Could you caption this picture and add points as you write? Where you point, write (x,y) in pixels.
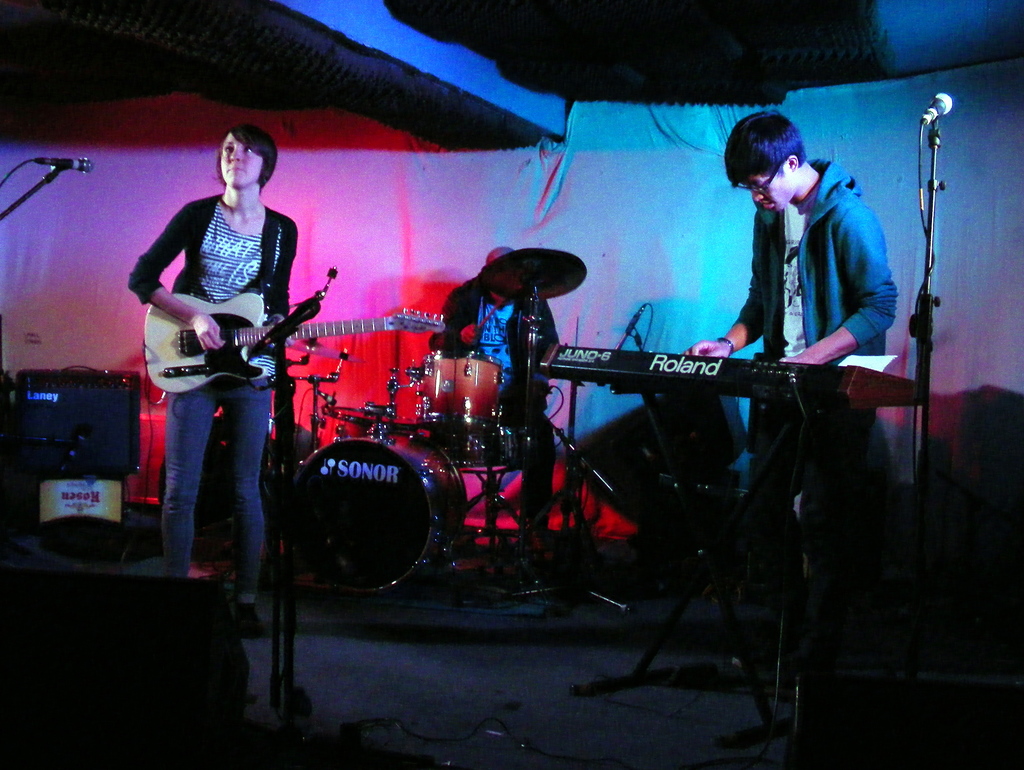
This picture is taken in a musical concert. Here, we see woman (251,145) in white and black shirt (213,271) with blue jeans (180,410) is standing and holding guitar (175,360) in her hands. To the right of her, we see microphone (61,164) and the man (818,503) in the right corner of this picture (871,257), is wearing blue jacket (855,274), is standing and playing piano (739,393) and the man (533,466) on the back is playing drums (448,477). Behind him, we see a curtain (561,171) in white color.
